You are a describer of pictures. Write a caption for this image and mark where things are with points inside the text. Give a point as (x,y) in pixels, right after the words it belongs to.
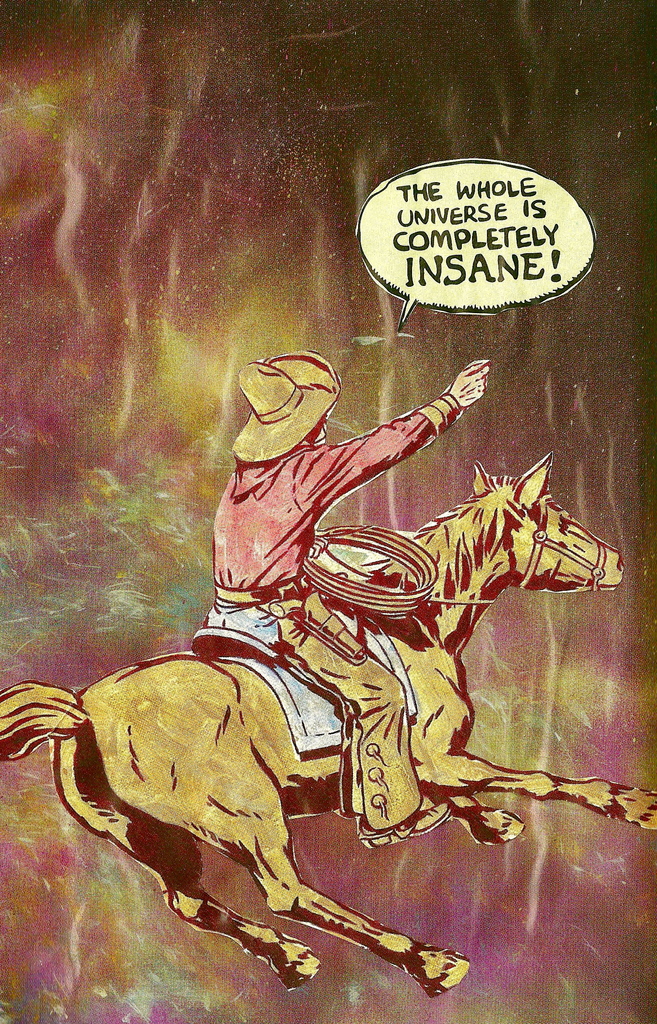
In this picture there is an art work (443,267), there is a man (403,737) sitting on the horse (268,777) and holding the rope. At the back (19,137) there are multiple colors and there is text (472,187).
